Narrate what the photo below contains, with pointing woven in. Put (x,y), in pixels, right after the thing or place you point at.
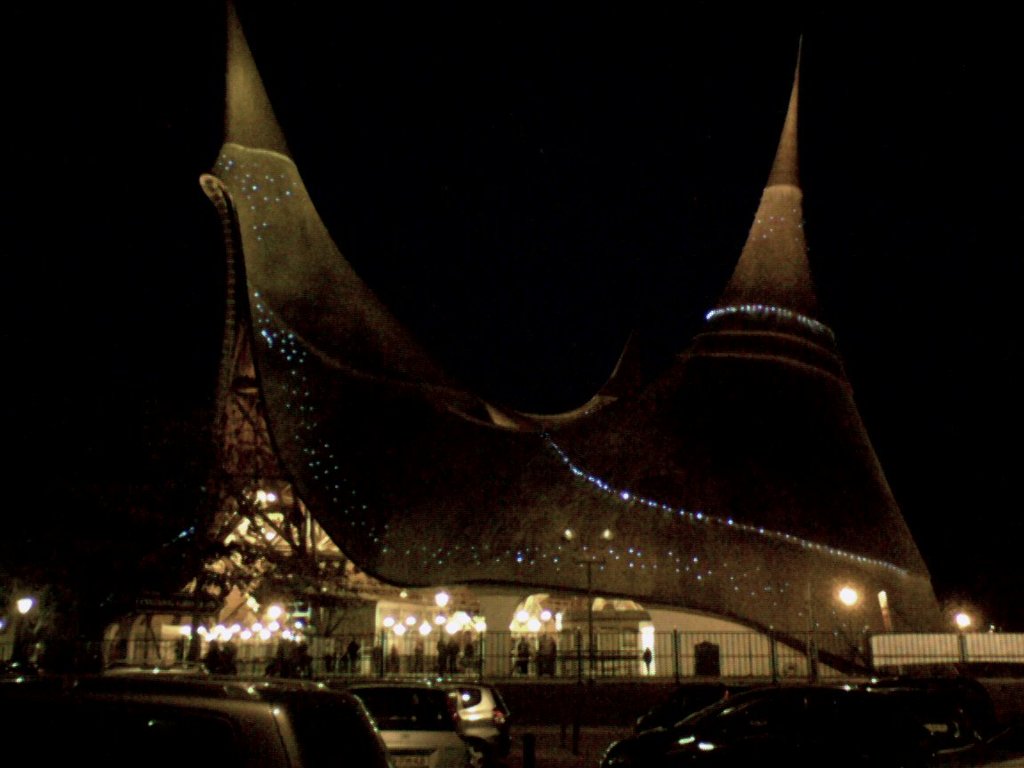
In this image we can see the building (325,410) with lights (223,632) and there are people (552,656) standing. There are vehicles (409,707), fence (663,636), and pole (592,661). And there is the dark background.
